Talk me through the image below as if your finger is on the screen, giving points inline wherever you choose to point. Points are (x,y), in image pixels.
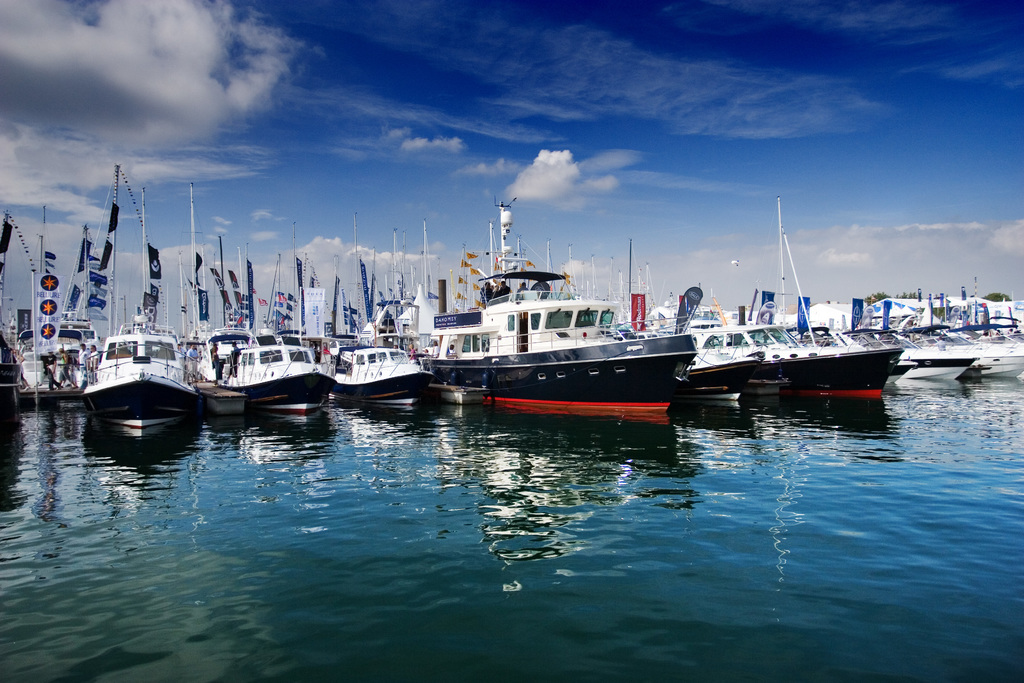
In the picture I can see boats (550,358) on the water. In the background (387,218) I can see the sky (357,188).
